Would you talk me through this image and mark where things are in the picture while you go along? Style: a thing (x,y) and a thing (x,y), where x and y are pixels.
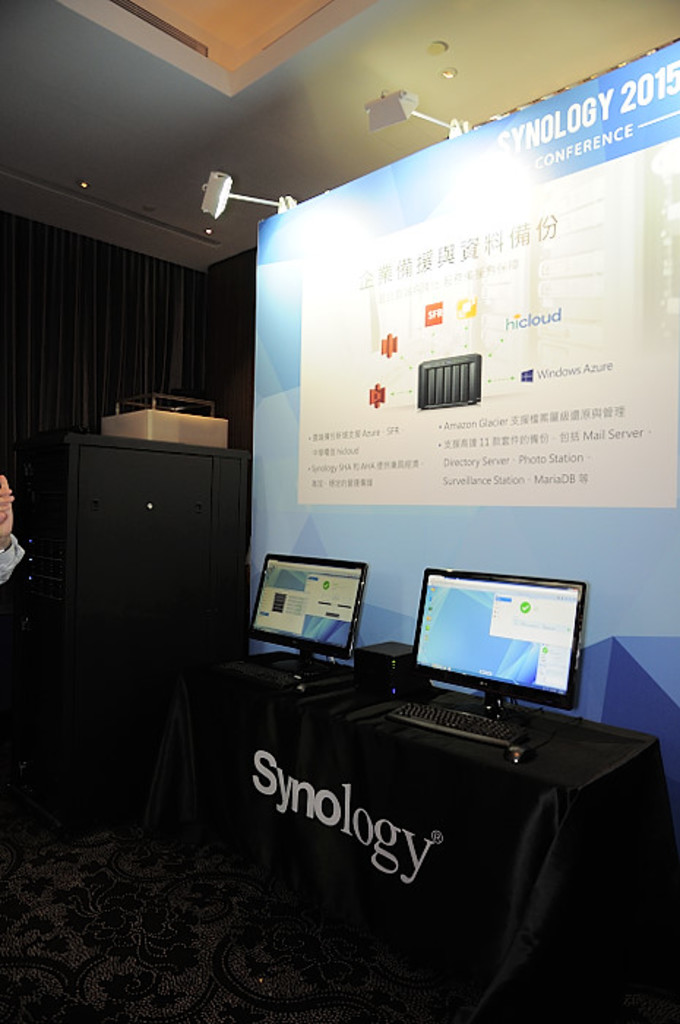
In this image there are two computers (581,621) on the table (409,793). Beside the table (291,698) there is a locker (121,573) and on top of the locker (84,435) there is an object (147,413). In the background of the image (368,328) there is a banner (369,312). On top of the image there are ceiling lights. At the bottom of the image (147,942) there is a mat (255,927).
